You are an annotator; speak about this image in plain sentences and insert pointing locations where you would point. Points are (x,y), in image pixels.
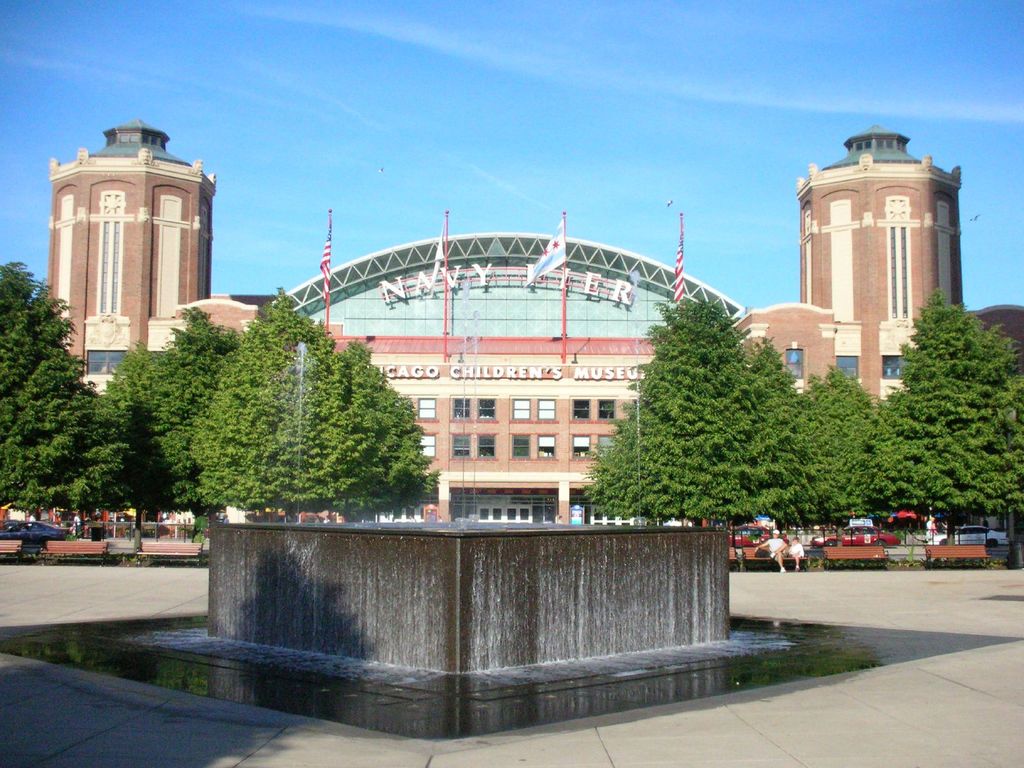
There is a fountain (414,595) at the bottom of this image (529,676). We can see a car (876,536), people (800,551), trees (753,446) and a building (243,311) in the middle of this image (349,443) and the sky (521,159) is in the background (559,151).
